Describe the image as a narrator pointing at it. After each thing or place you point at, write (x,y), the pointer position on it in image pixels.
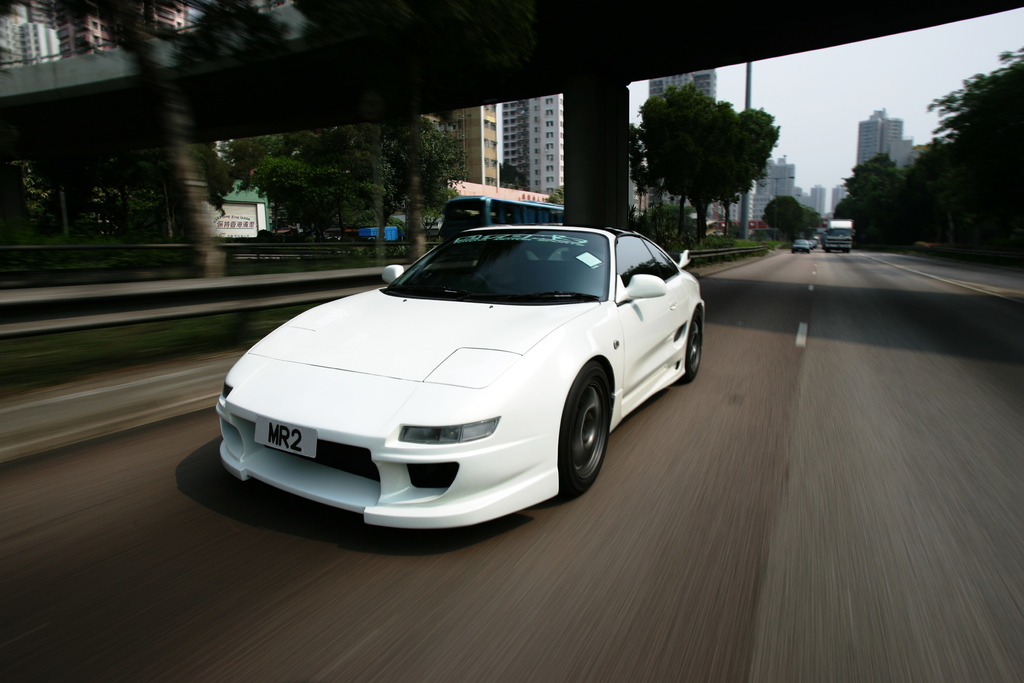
In this picture we can see a white color car (558,392) in the front (507,383), on the left side (109,216) there are some buildings (500,184) and trees (285,187), we can see a bridge (621,36) in the middle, there is a car (800,252) and a vehicle (845,248) traveling on the road (787,254), we can see the sky (883,81) at the top of the picture (889,70).
